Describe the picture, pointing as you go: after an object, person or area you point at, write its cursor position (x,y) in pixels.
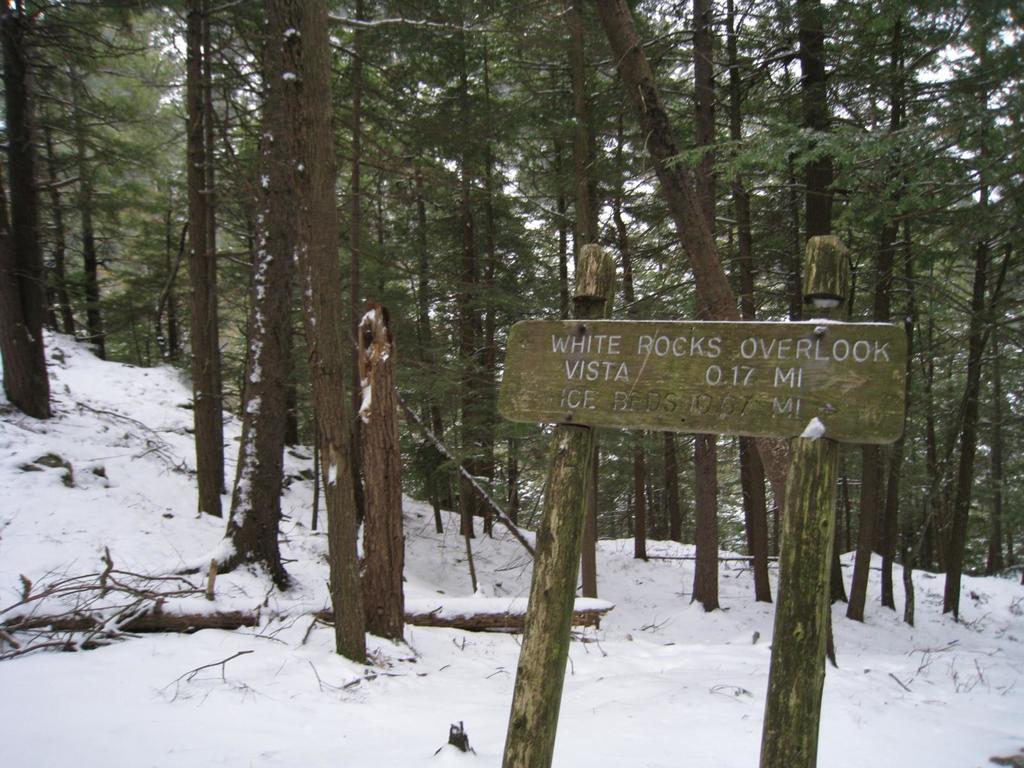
There is a sign board (552,690) at the bottom of this image (541,680) and there are some trees (360,341) present on the snowy ground (325,531) in the background (253,304).
